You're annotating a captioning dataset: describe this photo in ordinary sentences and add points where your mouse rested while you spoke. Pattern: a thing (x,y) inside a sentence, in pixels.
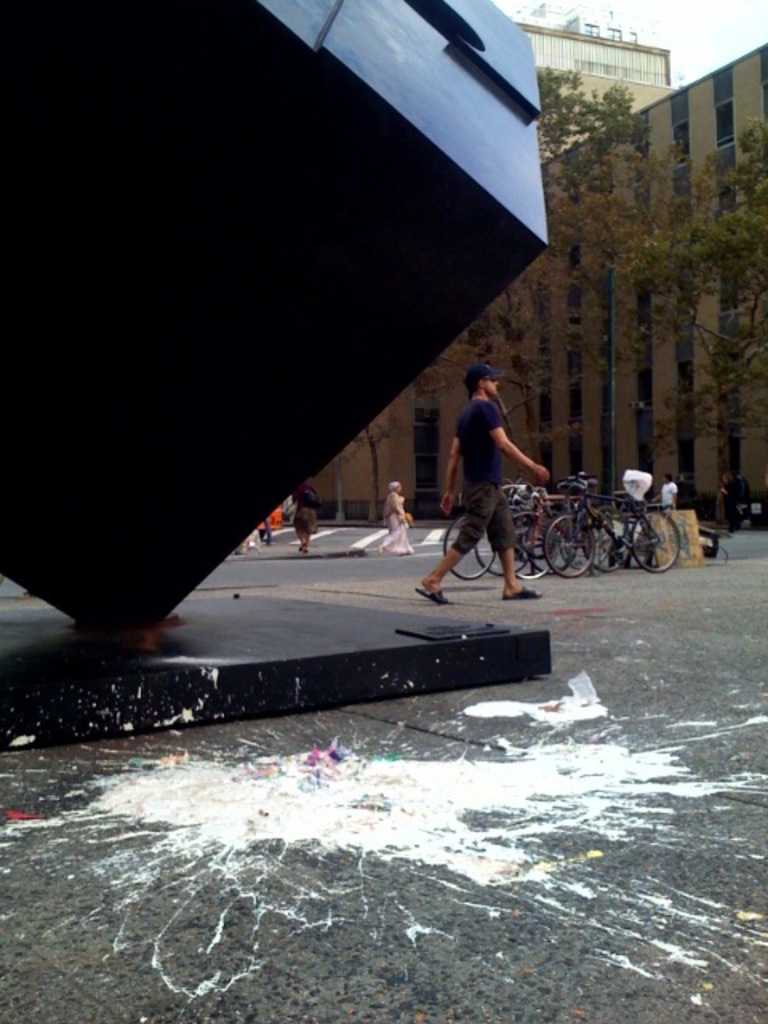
In this picture we can see some are walking and some people (300,501) are standing. On the right side of the people (471,501) there are bicycles (566,491), trees (532,303), buildings (632,93) and the sky (672,85). On the left side of the people (477,480) there is an architectural (112,416) sculpture and on the road (269,889) it looks like some food item (324,776).
